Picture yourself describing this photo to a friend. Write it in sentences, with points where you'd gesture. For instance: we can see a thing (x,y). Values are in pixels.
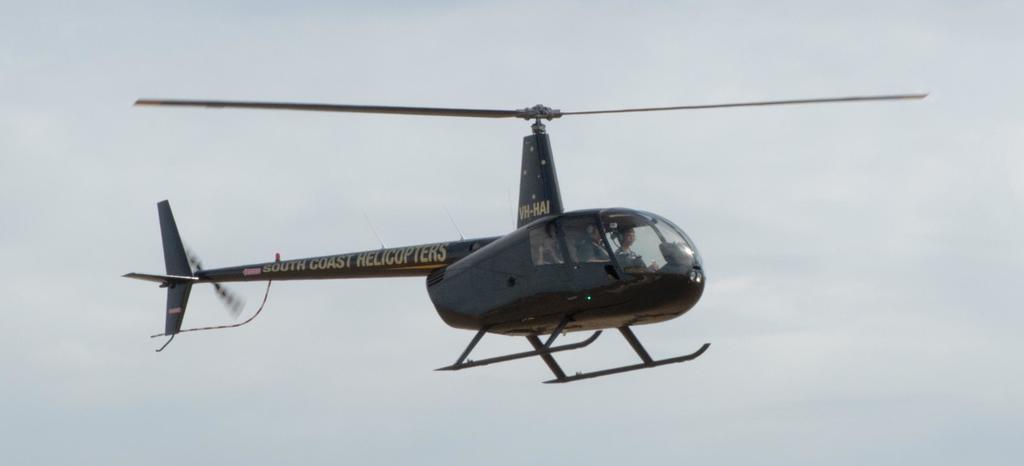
This image consists of a helicopter (469,289) in black color. It is flying in the air (883,225). In which we can see two persons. In the background (820,246), there is sky (789,225).
